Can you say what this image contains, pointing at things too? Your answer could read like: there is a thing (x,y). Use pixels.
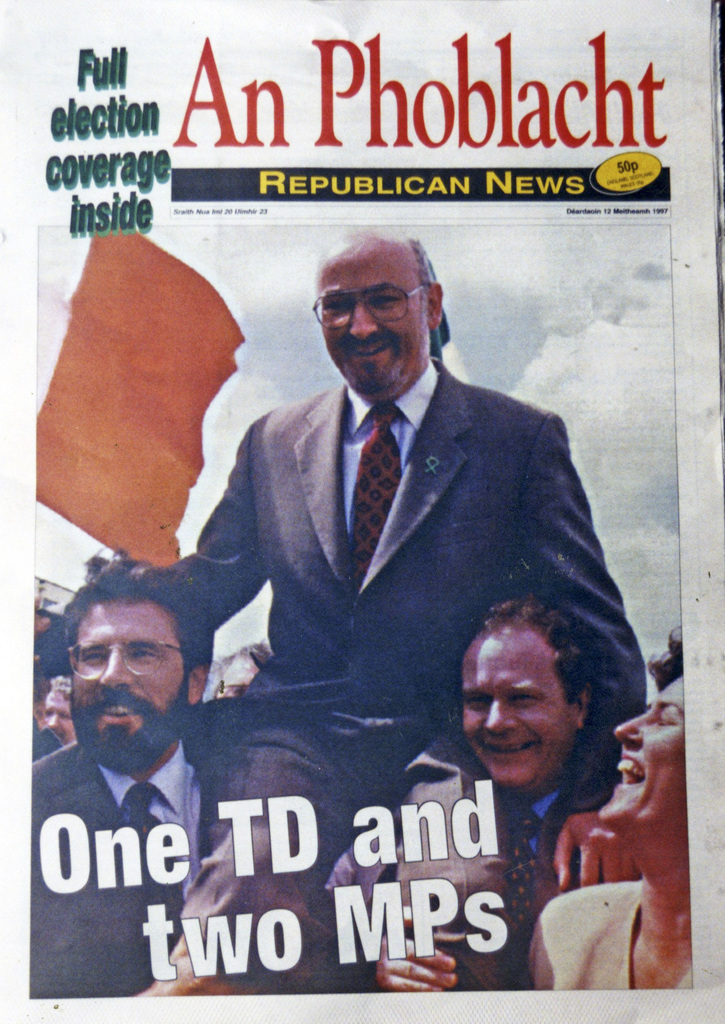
In this image there is a magazine cover page (34,201), in that there are four persons (421,723) and some text (223,93) is written.
